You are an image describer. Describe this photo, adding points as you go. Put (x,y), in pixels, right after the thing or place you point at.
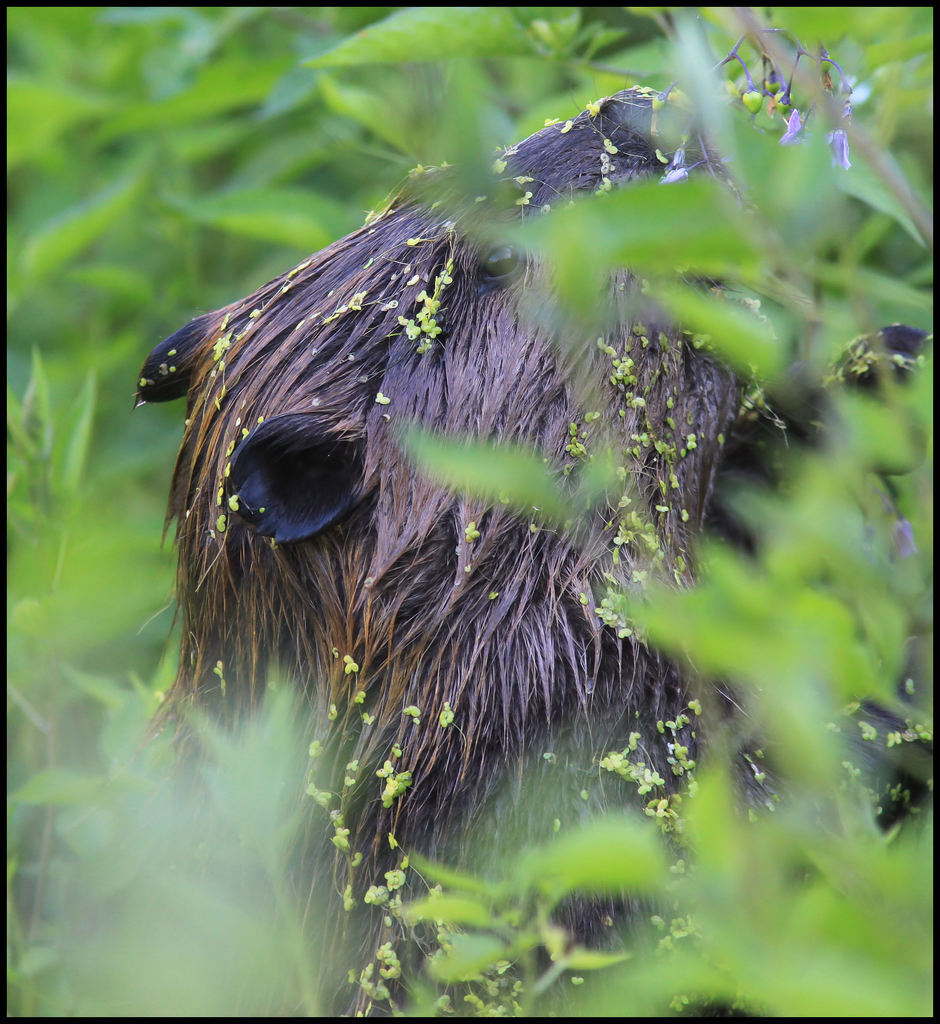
This image consists of an animal (544,675) in brown color. And we can see green leaves (12,1009).
